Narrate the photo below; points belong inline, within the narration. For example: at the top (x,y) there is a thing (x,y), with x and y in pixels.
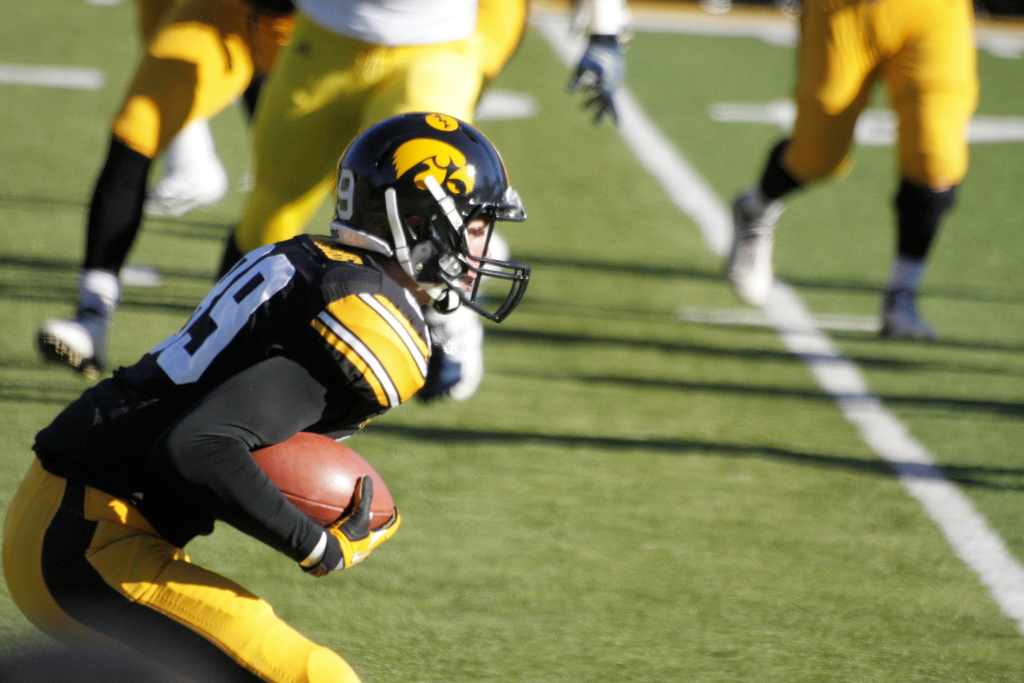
on the left (263,484) a football player (493,171) is running with a football (279,468) he wear a helmet (374,243) in the middle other players (912,38) are running.
